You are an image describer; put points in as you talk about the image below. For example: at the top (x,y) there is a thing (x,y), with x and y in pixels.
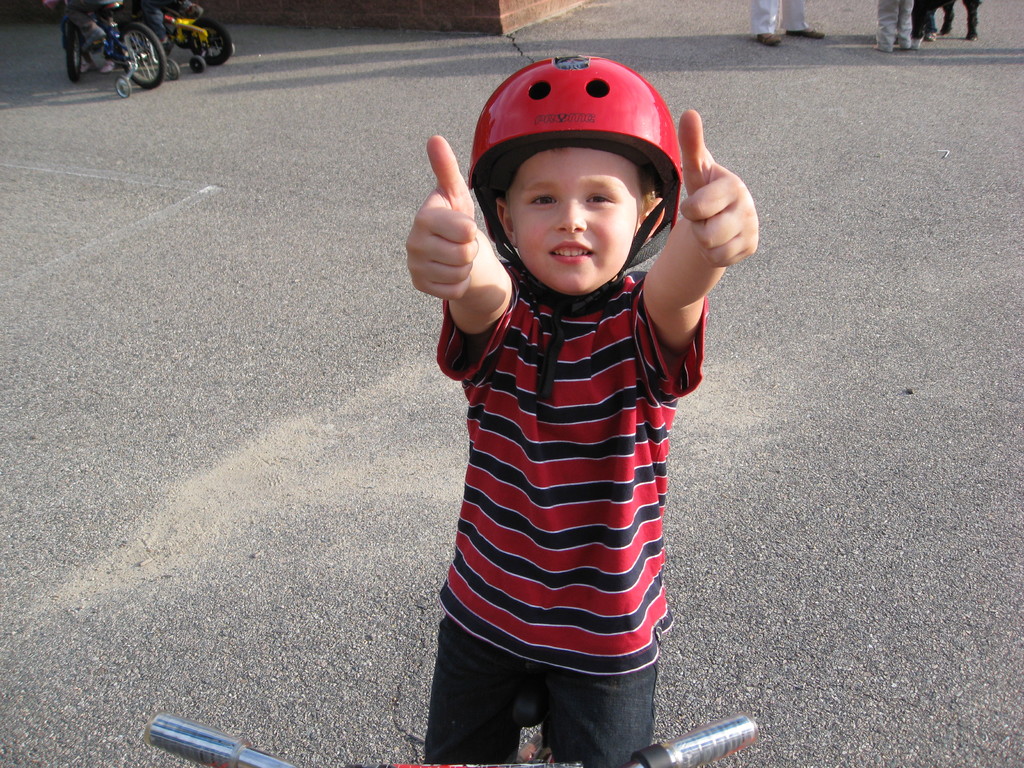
In this image there is a kid (562,307) wearing red color dress (624,450) and helmet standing on the road (425,612).
